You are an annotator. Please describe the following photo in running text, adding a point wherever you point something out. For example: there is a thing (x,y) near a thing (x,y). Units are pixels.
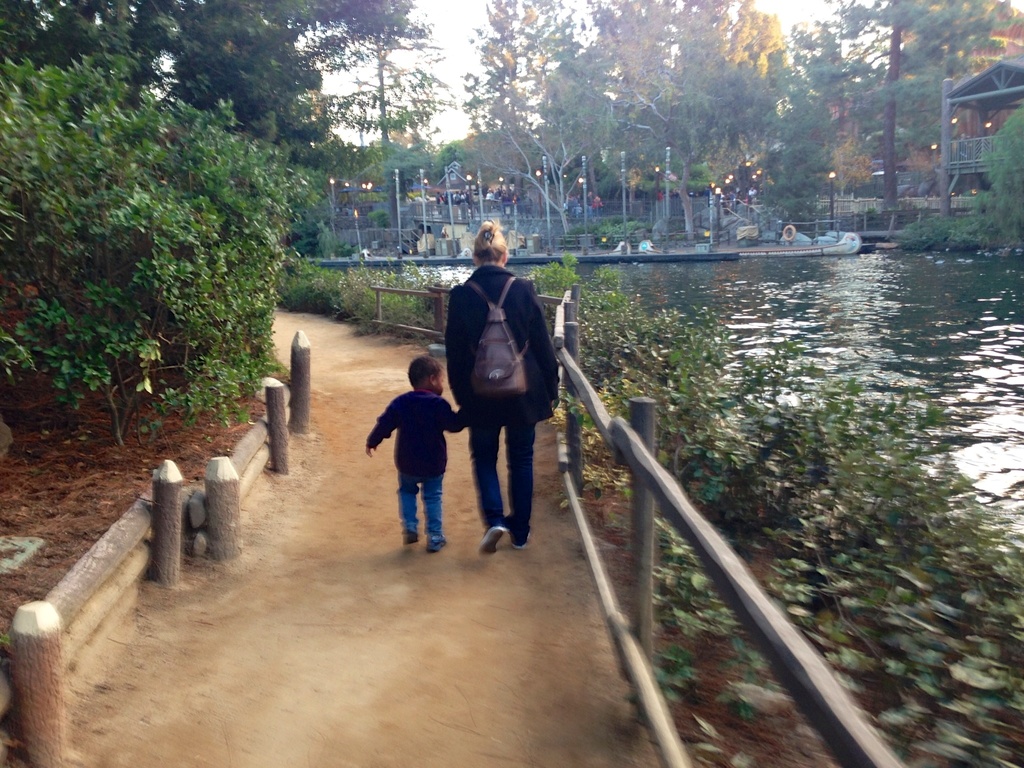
In this image on the path (574,535) a lady (483,319) and a kid (414,449) are walking. The lady (480,305) is carrying a backpack (496,387). Beside the path (531,642) there is fence (642,688). There are trees (541,152), building (959,104), street lights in the background (587,150). In the right (944,313) there is water body (821,317). The sky (444,76) is looking sunny.
